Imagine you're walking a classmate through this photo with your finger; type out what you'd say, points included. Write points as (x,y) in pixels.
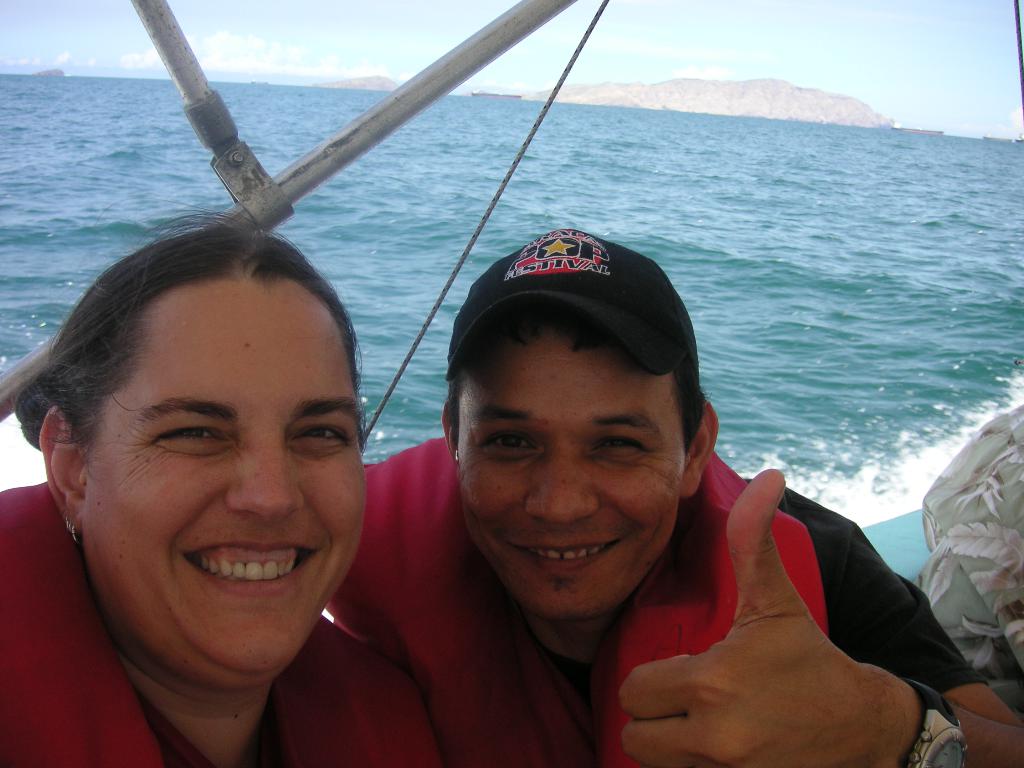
In this image there is the sky (757,14) towards the top of the image (552,30), there are clouds (263,31) in the sky (451,21), there are mountains (661,89), there is water (739,208), there is a man (680,330) towards the bottom of the image (723,532), there is a woman (250,381) towards the bottom of the image (198,646), there is a person (957,524) towards the right of the image (991,515), there are objects (179,76) towards the top of the image (405,95).
